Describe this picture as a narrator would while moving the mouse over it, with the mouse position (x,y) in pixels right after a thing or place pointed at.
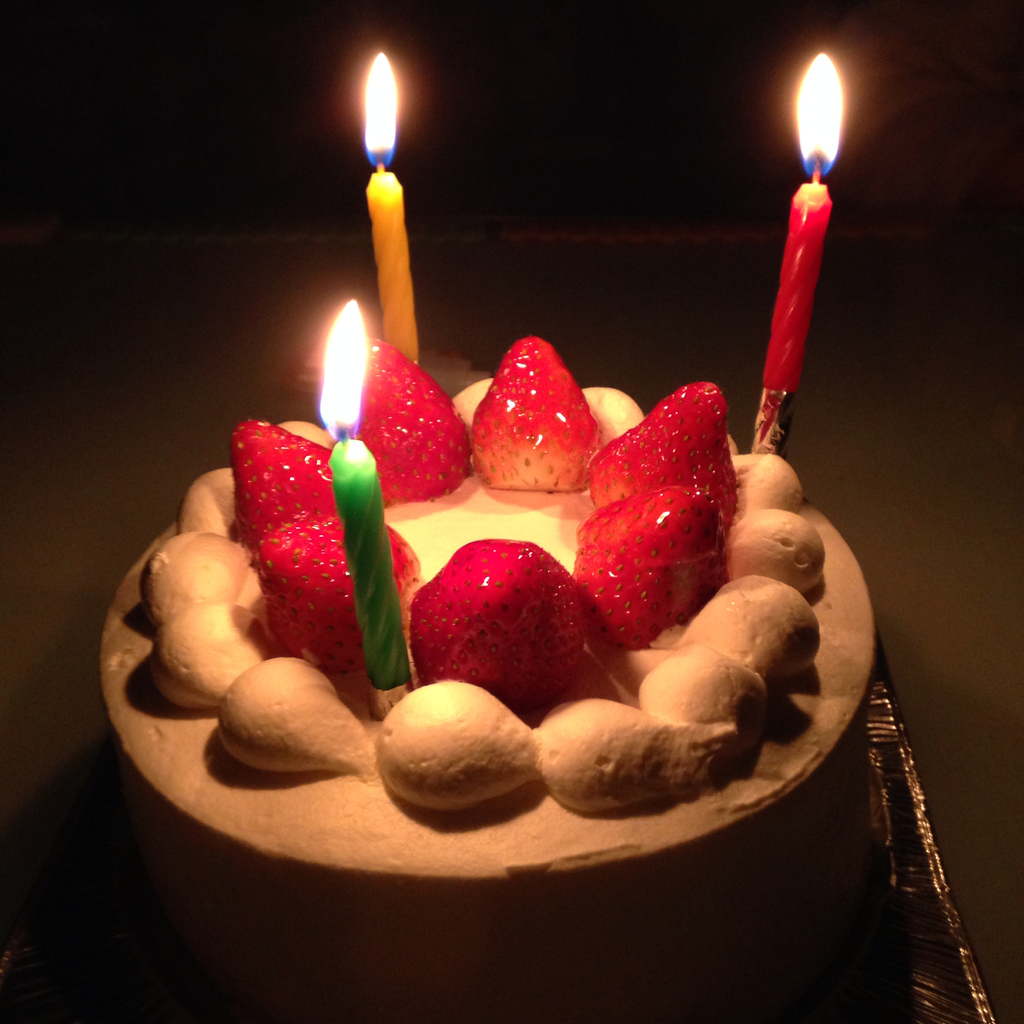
In this picture I can see a cake (613,611) in front (834,82), on which there are strawberries (494,388) and 3 candles (396,323). I see that it is dark in the background (593,149).
